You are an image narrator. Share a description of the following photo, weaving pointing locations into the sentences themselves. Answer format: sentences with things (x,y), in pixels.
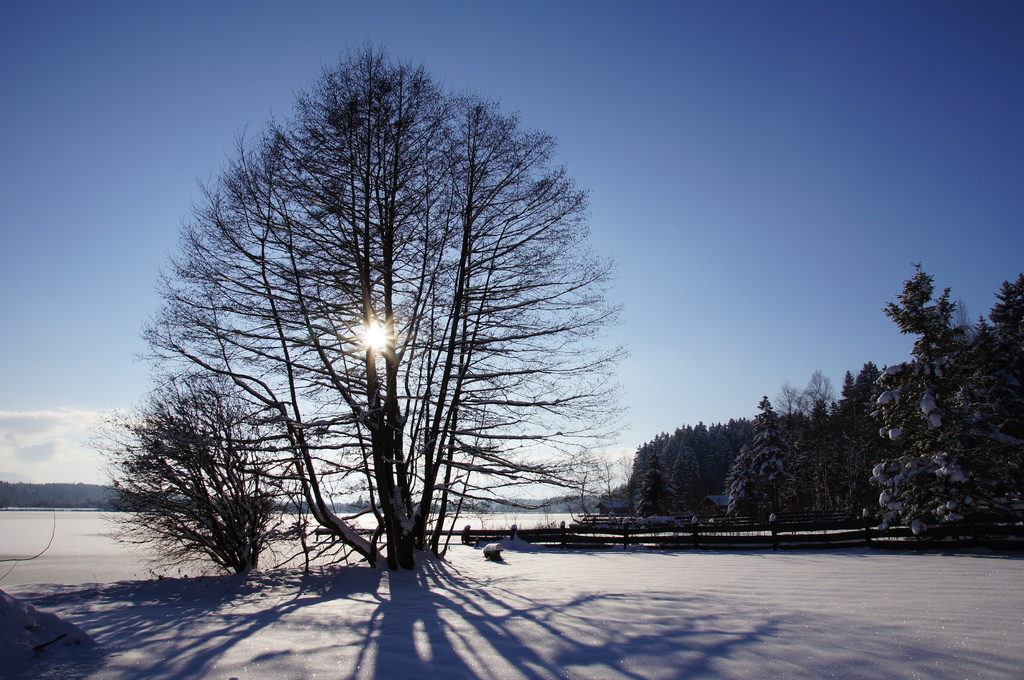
In this picture we can see the ground (536,652), trees (641,478), some objects (762,543) and in the background (643,423) we can see the sky (80,166).
